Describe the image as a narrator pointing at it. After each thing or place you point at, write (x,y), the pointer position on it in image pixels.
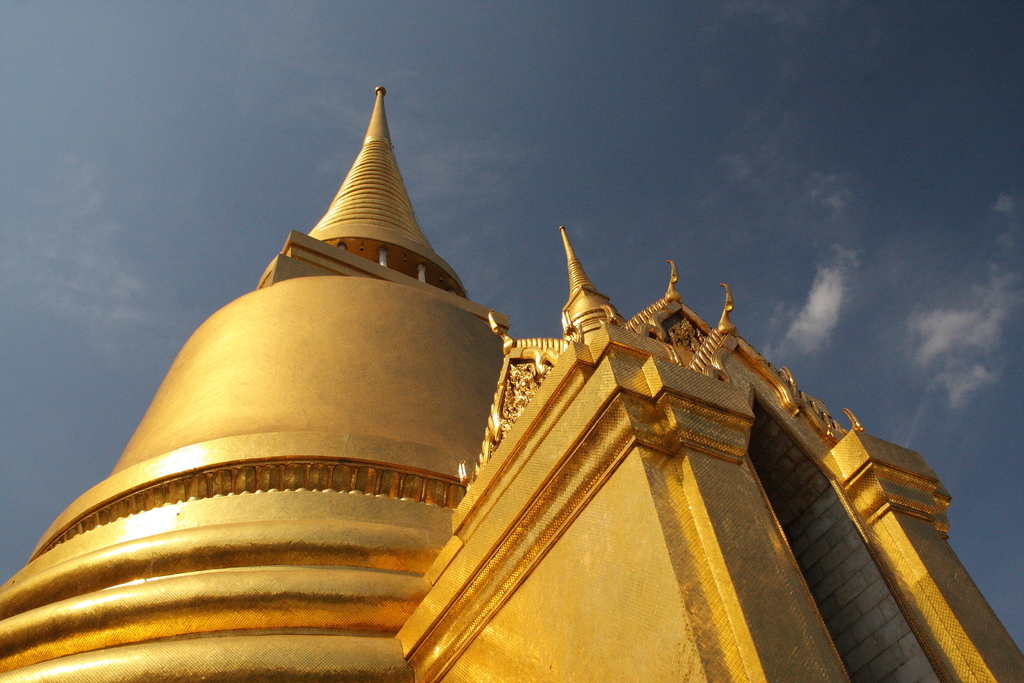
At the bottom (525,598) there is a building (319,452). At the top (678,71) I can see the sky (836,171) and clouds (820,294).
